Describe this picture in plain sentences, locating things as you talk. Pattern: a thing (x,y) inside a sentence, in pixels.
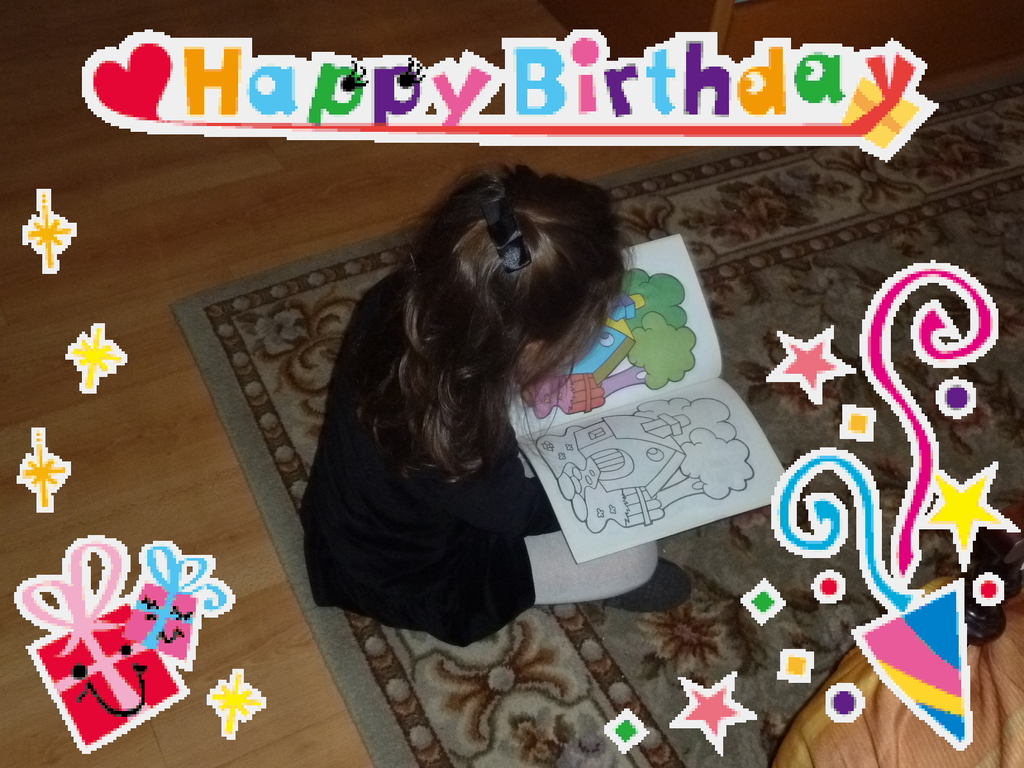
In this image, at the middle (381,456) we can see a girl (389,506) sitting on a carpet (698,632) and she is holding a book (715,484), there is a brown color floor (148,342).
